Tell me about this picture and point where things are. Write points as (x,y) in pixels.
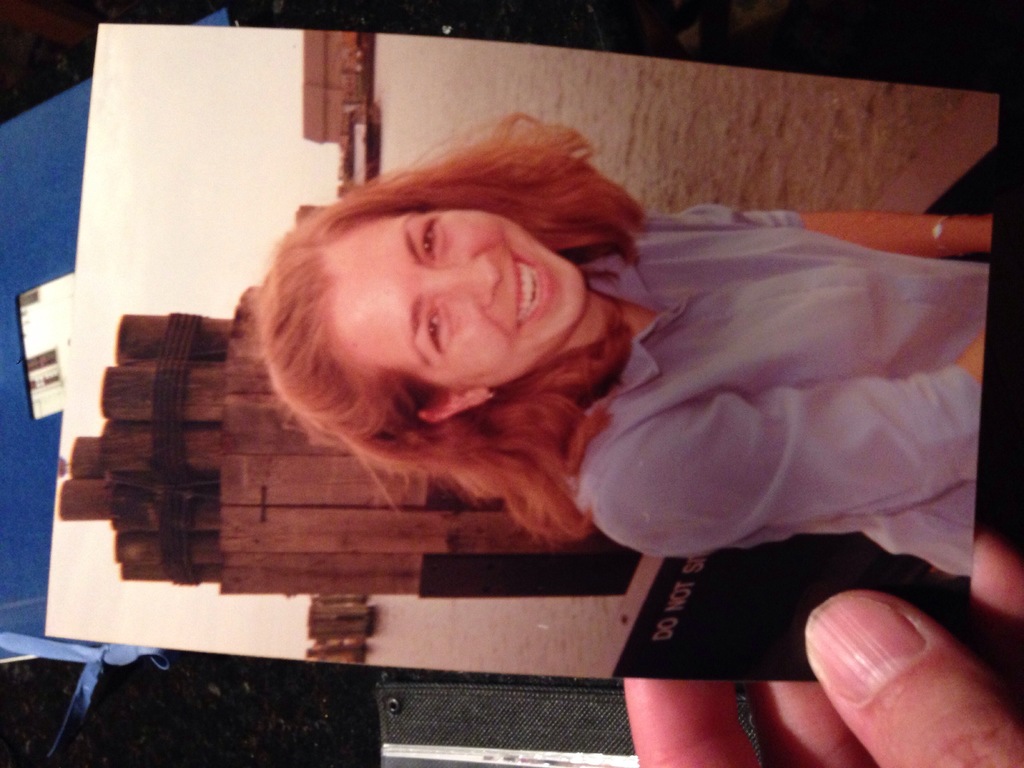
In this picture I can see a person (819,693) holding a photo (415,316) of a woman (461,301), and in the background (482,740) there are some objects (11,358).
